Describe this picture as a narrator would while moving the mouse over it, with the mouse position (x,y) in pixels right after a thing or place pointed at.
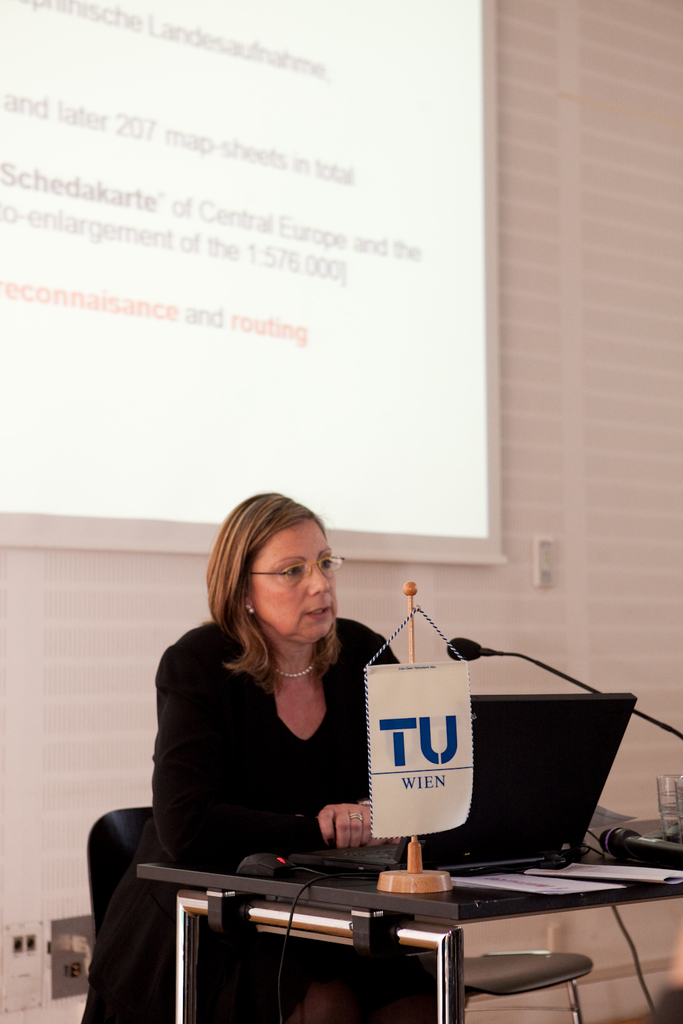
In this image I see a woman (233,813) who is sitting on the chair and there is a table (414,896) in front of her, on which there is a laptop (584,807), microphones (657,726) and other few things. In the background (610,215) I see the screen (490,313) and the wall (529,38).
